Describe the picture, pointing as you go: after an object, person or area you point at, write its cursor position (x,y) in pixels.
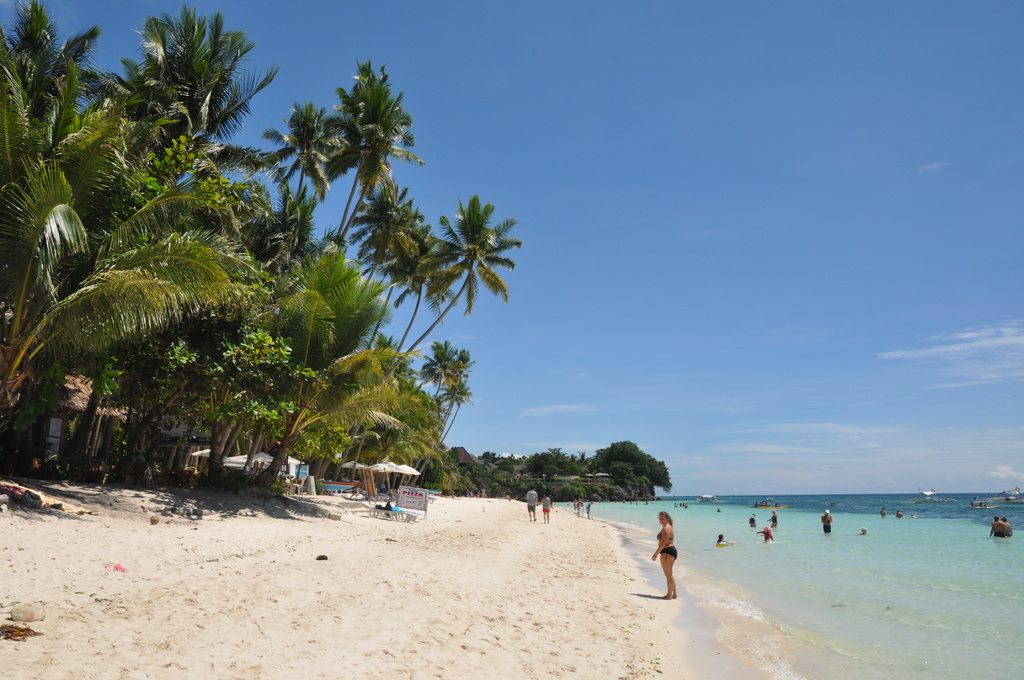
In the foreground of this image (355,343), on the left (253,285), there are trees (315,362), few huts (116,411) and umbrellas (387,463). At the bottom (473,632), there is sand (537,641). On the right (907,522), there are people (998,524) in the water (928,558) and few boats (971,503) on it. In the background (610,487), there are trees (647,476). At the top (736,127), there is the sky (900,172).
